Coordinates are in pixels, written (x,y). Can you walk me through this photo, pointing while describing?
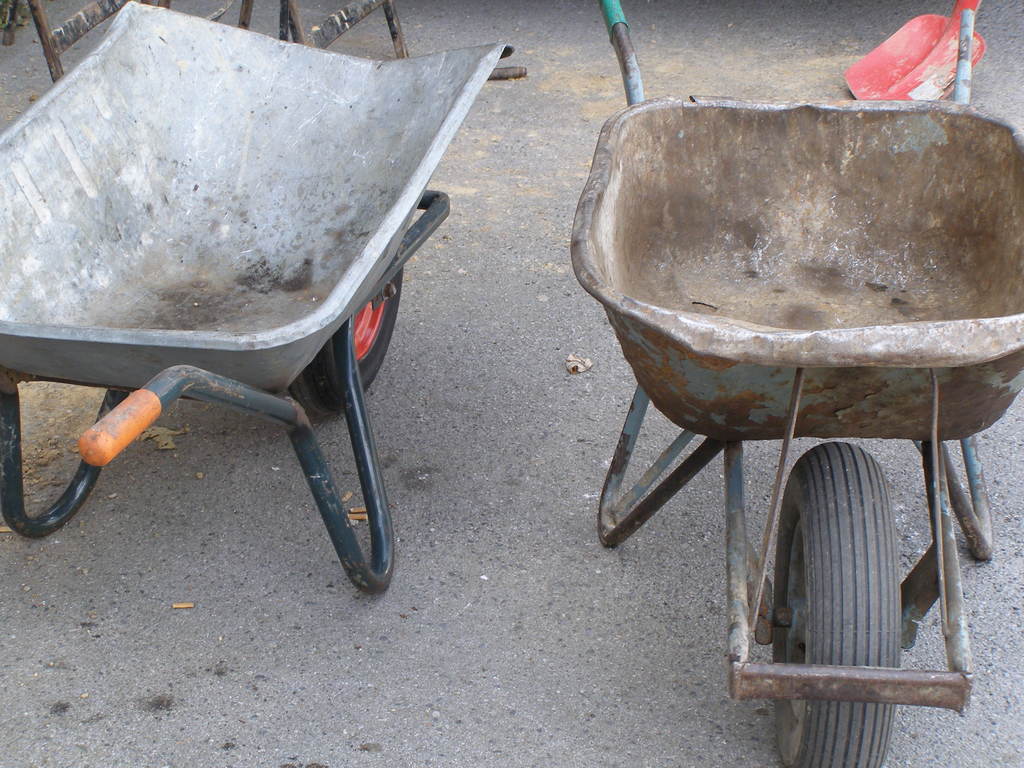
In this image, we can see two wheelbarrows (909,419) on the road (506,325).
